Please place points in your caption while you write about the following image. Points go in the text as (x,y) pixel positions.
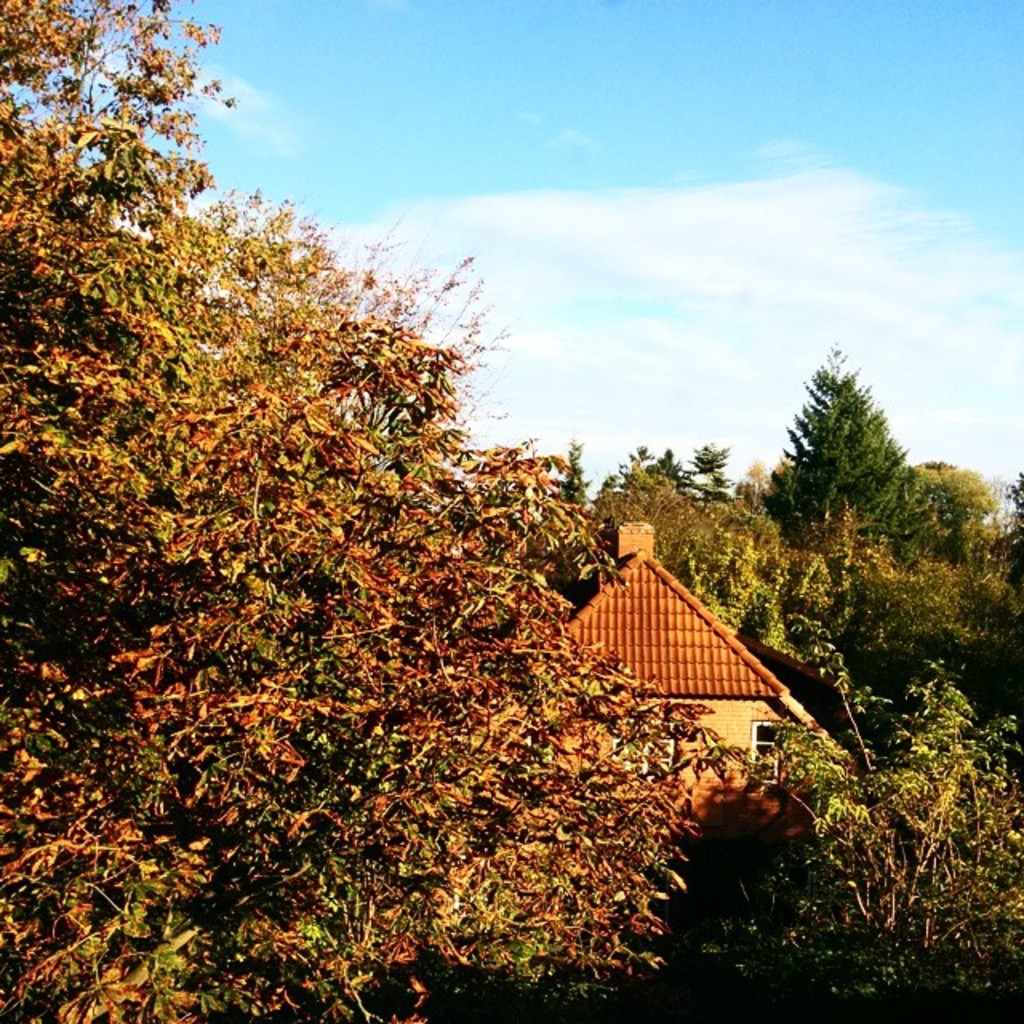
In this picture we can see trees (400,453) and house (654,648). In the background of the image (719,218) we can see the sky (797,241) with clouds (797,241).
